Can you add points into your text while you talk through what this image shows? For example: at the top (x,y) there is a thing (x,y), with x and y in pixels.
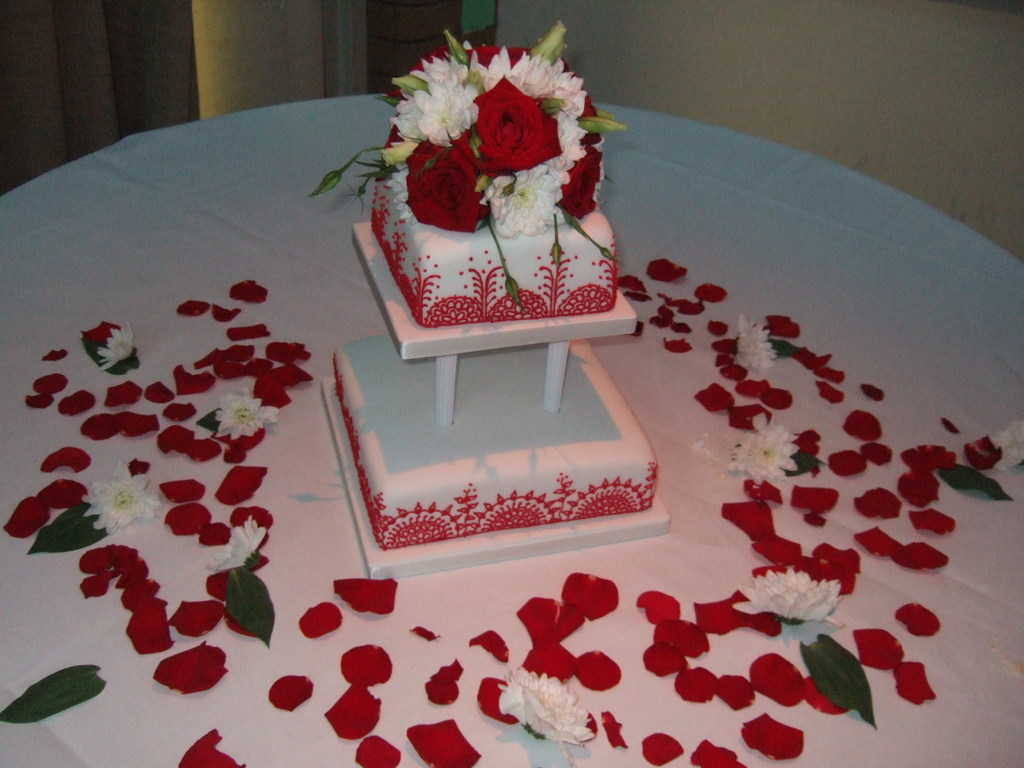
In this image we can see a cake (512,498) on a white cloth (346,605). Beside the cake (461,476) we can see petals (151,610), flowers (244,560) and leaves (262,627). At the top (818,41) we can see the wall (835,50).
